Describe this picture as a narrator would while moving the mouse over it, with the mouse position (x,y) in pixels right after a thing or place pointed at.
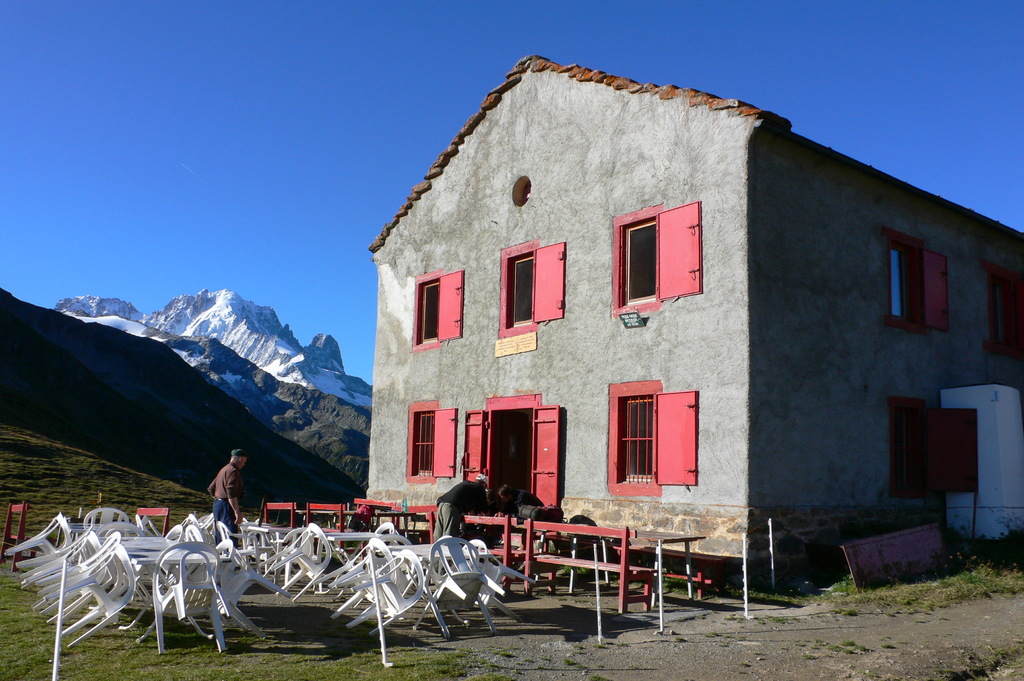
In this image in the center (590,234) there is one house (405,392), and on the left side (320,564) there are some chairs (117,573). And in the center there are some benches (291,518) and some people (535,500), at the bottom (23,611) there is grass (955,589). And in the background (271,494) there are mountains (314,364), and at the top (340,35) there is sky (490,43) and on the right side of the image (906,566) there are some boards (1006,397).
